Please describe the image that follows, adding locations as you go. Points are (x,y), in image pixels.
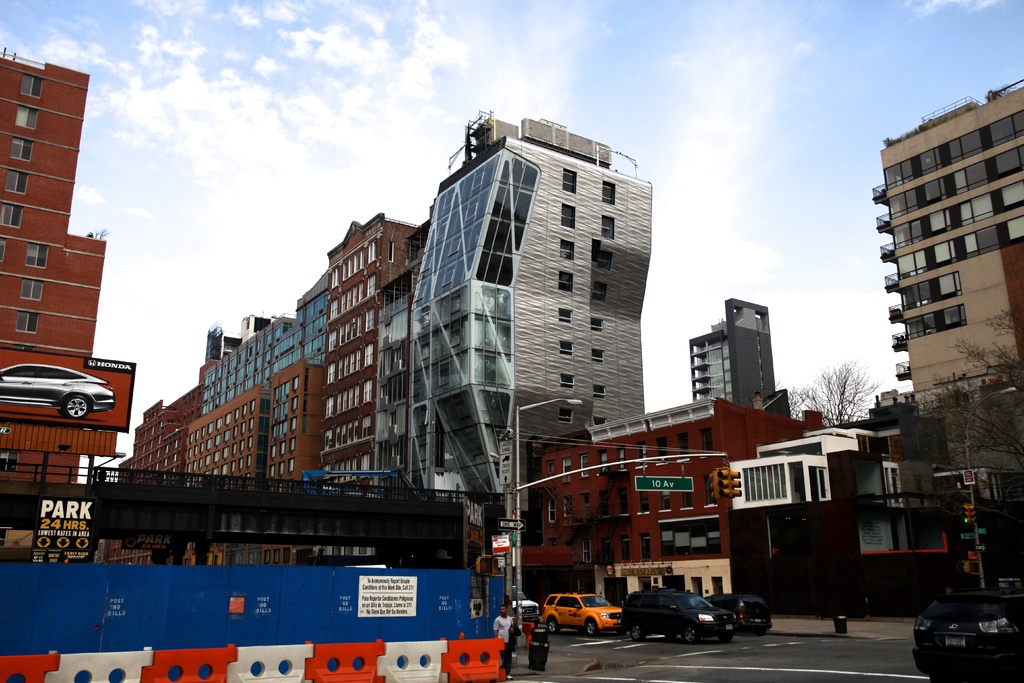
In this image at the bottom (478,646) we can see a person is standing on the road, divider (248,674), boards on the metal sheets (251,641) which is like a fence (248,626), traffic signal poles (517,558), street lights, boards (481,535) on the poles (638,462) and a bridge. In the background (363,419) there are buildings (438,451), trees (992,414) on the right side (981,423), windows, hoardings (74,533) and clouds (398,176) in the sky (827,41).
